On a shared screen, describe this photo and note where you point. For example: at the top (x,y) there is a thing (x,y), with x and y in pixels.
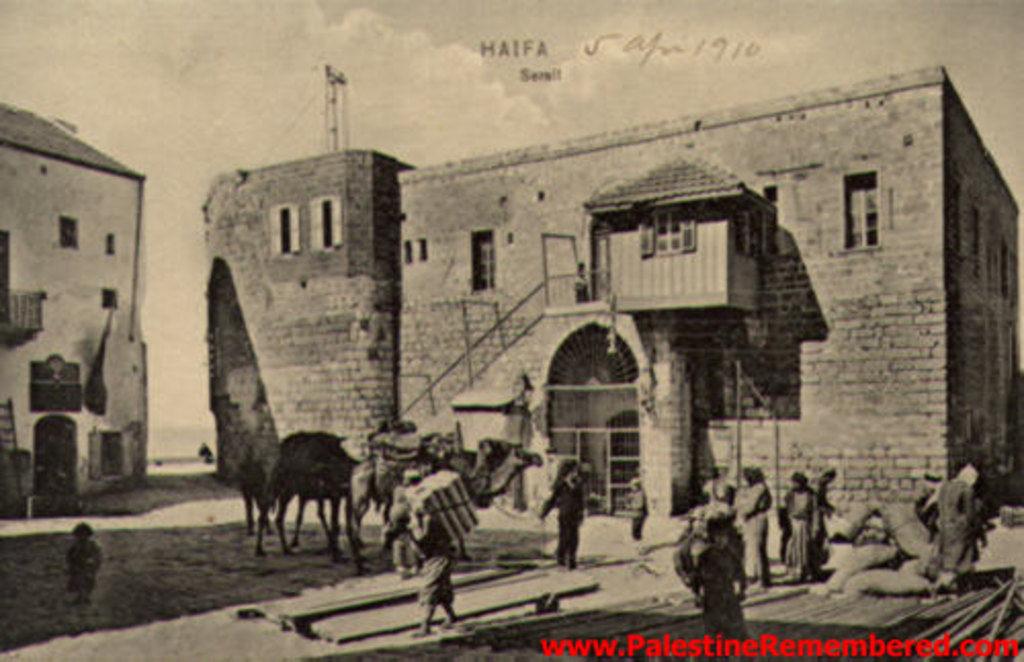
This picture is not clear, in this picture there are people (762,486) and we can see animals (327,442), buildings (387,384) and objects (459,587). In the background of the image (618,79) we can see the sky (448,79) with clouds (419,58). At the top of the image (522,52) we can see text (517,45) and number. In the bottom right side of the image (945,657) we can see text (589,642).
